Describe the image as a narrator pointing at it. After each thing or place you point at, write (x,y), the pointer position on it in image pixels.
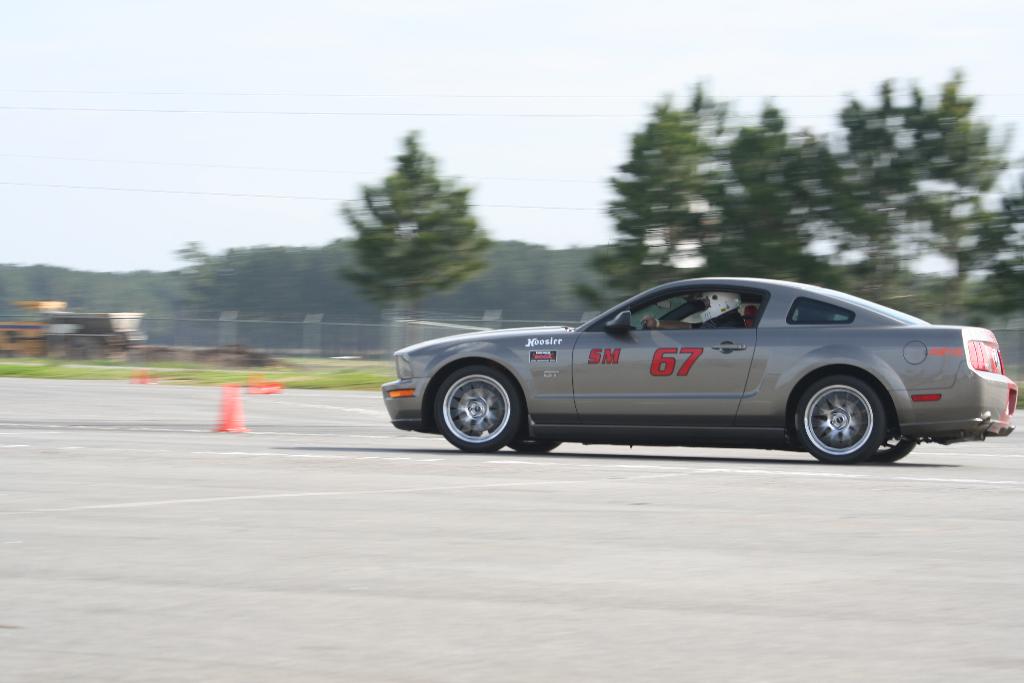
In this image we can see a person (728,322) wearing a helmet (725,306) is sitting in a car (724,403) with some text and numbers (688,362) on it is placed on the ground (763,488). To the left side of the image (233,416) we can see cone (231,397) on ground (258,400) and in the background (407,269) we can see a fence (391,334), a group of trees (466,266) and the sky (395,132).
